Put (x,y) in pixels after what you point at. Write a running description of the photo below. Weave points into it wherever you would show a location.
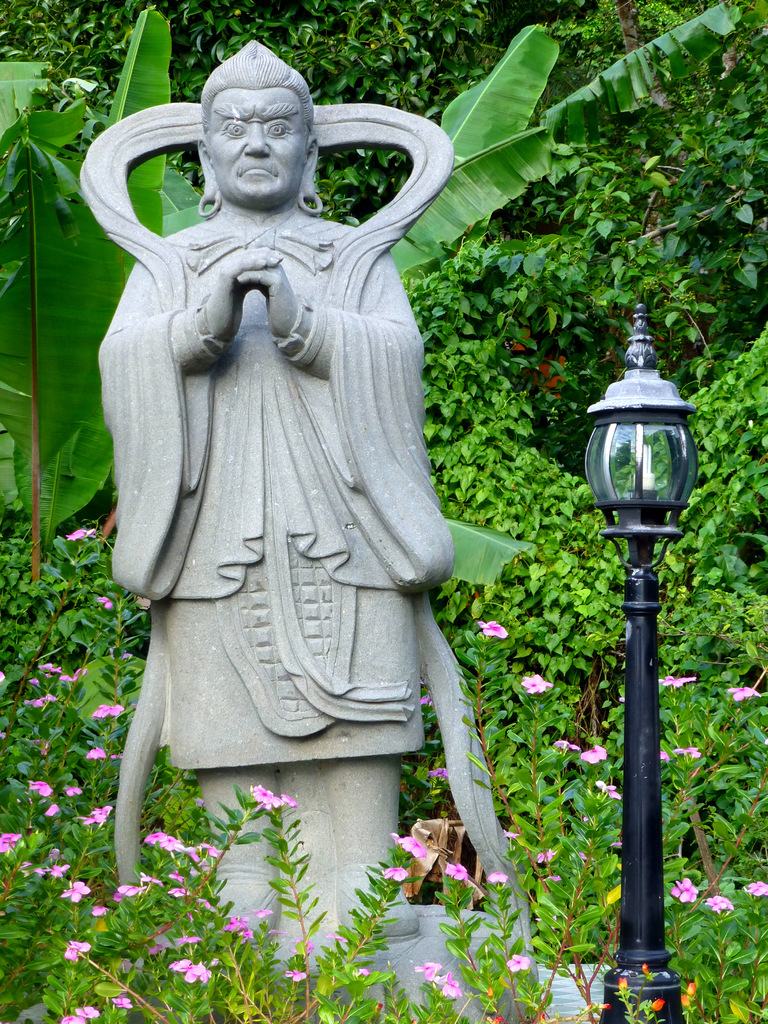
In this image we can see statue (297,327), light (626,650), trees (571,462), plants (484,83) and flowers (36,702).
